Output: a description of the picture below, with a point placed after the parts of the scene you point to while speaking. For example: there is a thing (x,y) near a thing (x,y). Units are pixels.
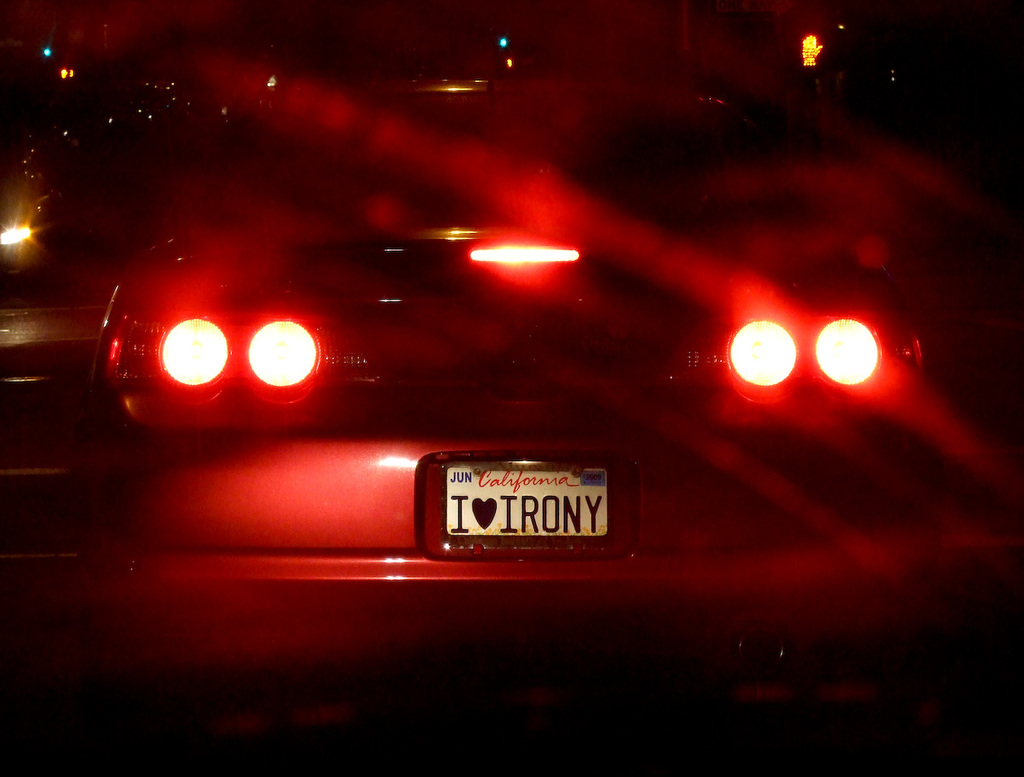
In this picture there is a red color car (395,351). Here we can see light (176,336). On the top right (820,67) there is a sign board (804,40) which showing hand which is in yellow color. On the left (21,277) we can see another car (37,234). In the background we can see buildings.
